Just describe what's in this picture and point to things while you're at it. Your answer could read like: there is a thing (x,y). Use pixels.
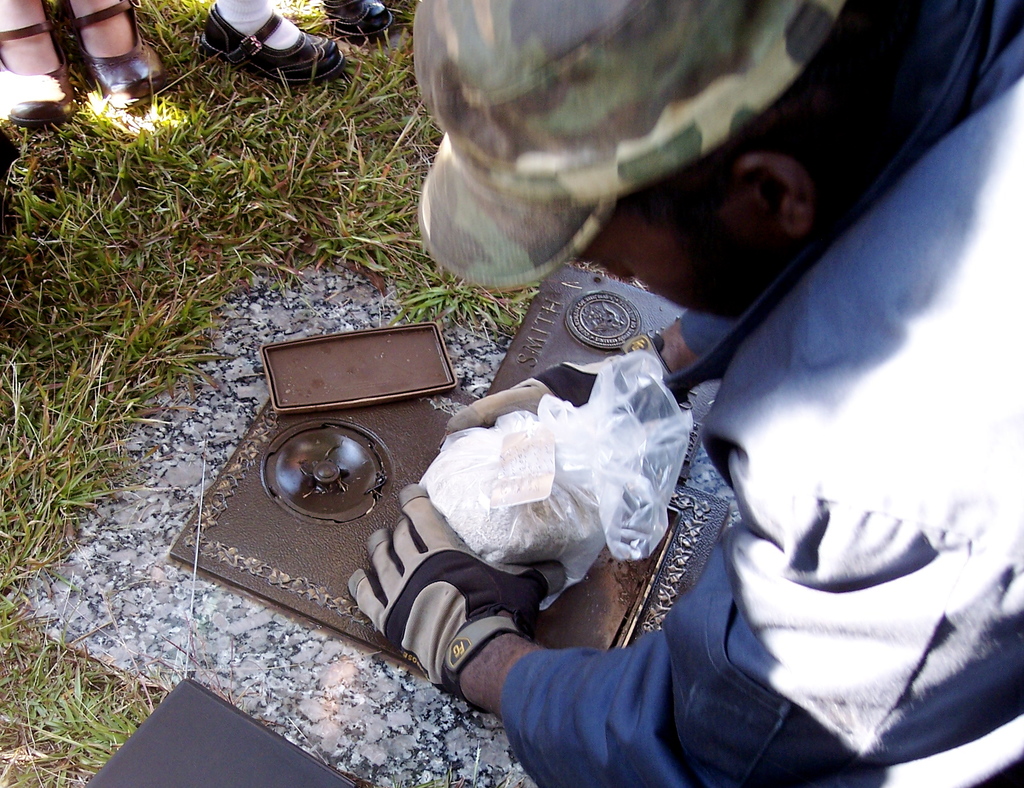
This image is taken outdoors. On the left side of the image (60,496) there is a ground (71,703) with grass (77,463) on it and there is a marble tile (233,660) on the ground (276,257). At the top left of the image (105,45) two persons (126,28) are standing on the ground (353,43). At the bottom of the image (200,761) there is an object (185,732) on the ground (134,709). On the right side of the image (779,241) there is a man (740,206) and he is holding a cover (545,428) in his hands (426,551) and placing it on the object (306,514).
